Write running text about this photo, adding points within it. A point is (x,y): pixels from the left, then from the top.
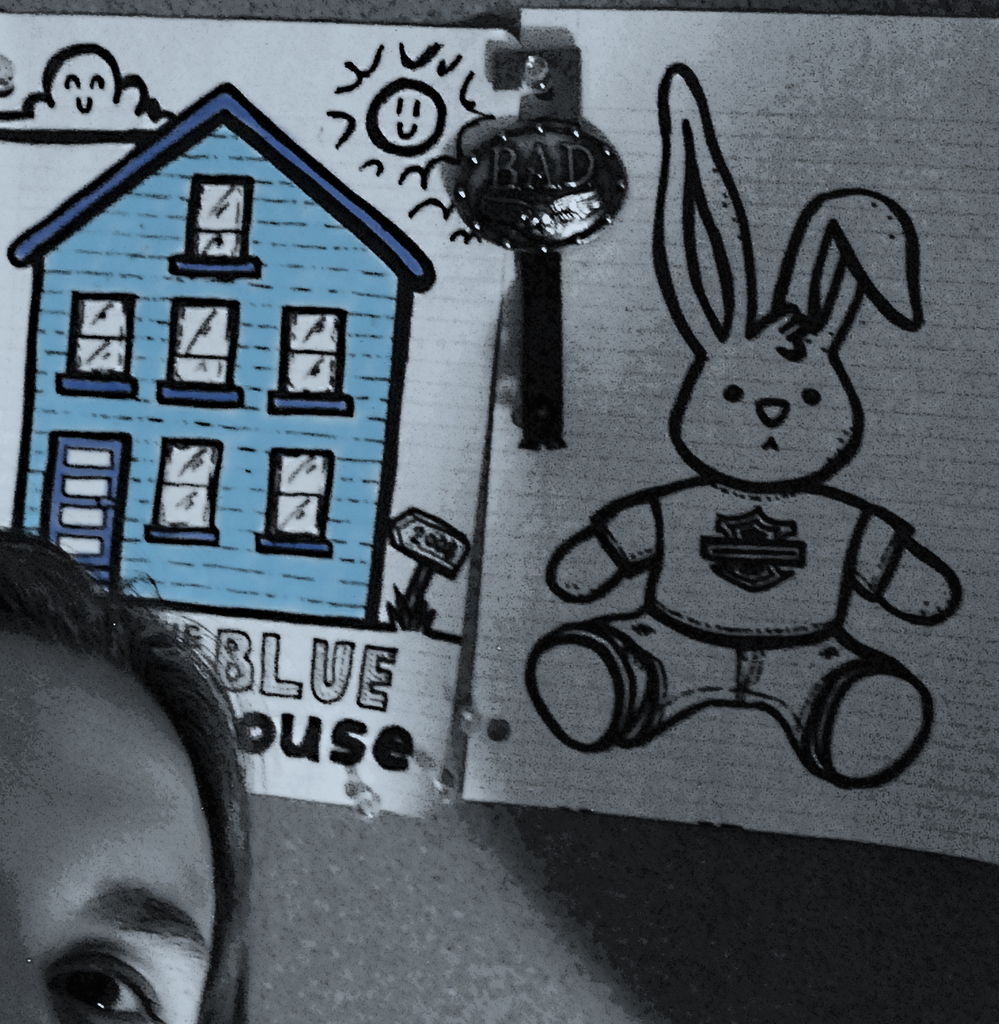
In this image, I think these are the papers (508,566) with the drawings (359,452) on it, which is attached to the wall (457,17). This looks like a key (550,223). On the left side of the image (179,808), I can see a person's face (126,872).
